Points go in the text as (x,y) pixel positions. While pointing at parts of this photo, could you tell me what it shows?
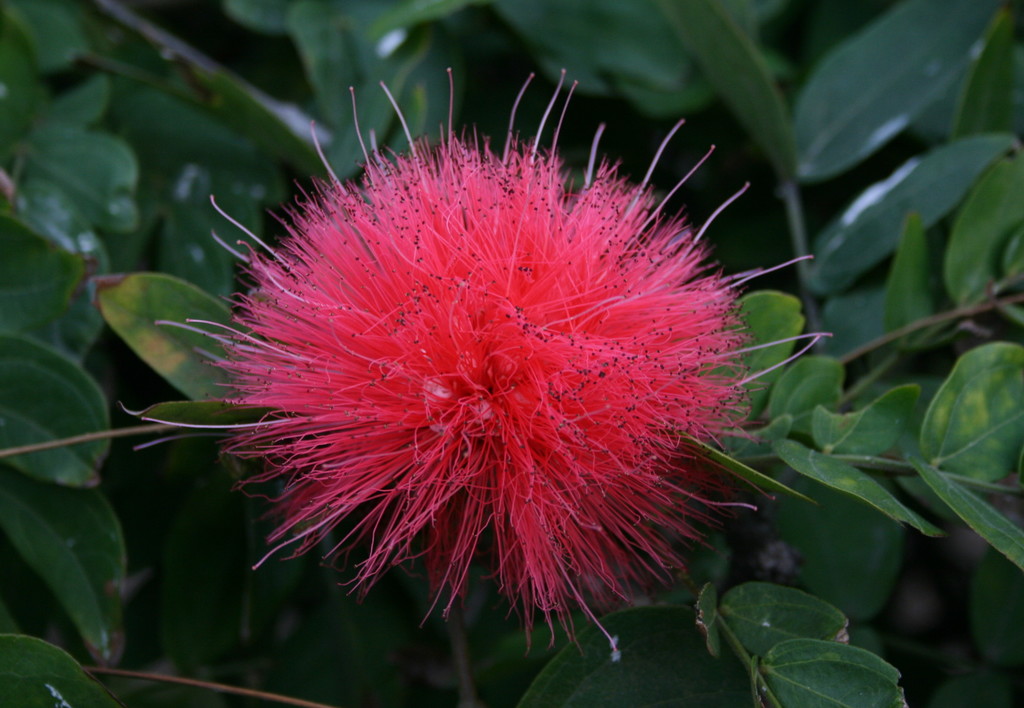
In this picture there is a flower (479,308) to a plant (635,344). It is in pink in color. In the background (328,125) there are leaves (129,326).
